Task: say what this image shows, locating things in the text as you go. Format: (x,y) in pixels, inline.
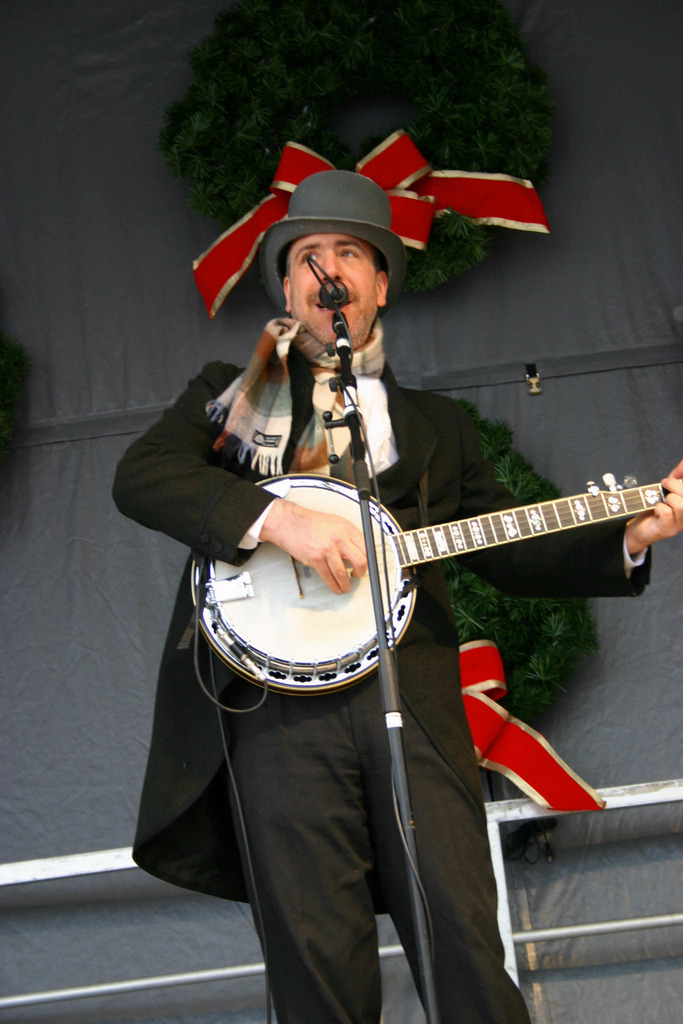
In the picture we can see a man (327,947) standing and playing a musical instrument (223,569) and singing the song in the microphone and he is in a black dress (195,843) and hat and behind him we can see the wall (591,890) is decorated with ribbons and we can see a part of the railing (28,876).
